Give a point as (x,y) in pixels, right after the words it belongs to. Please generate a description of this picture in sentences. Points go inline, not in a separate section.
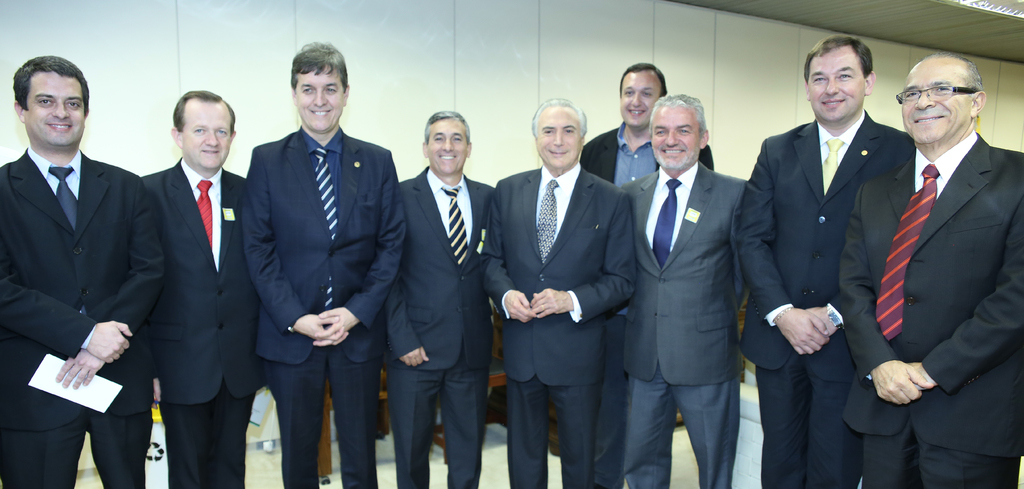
In this picture I can see group of people (795,185) standing and smiling, and in the background (765,82) there is a wall (527,82) and there are some objects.
